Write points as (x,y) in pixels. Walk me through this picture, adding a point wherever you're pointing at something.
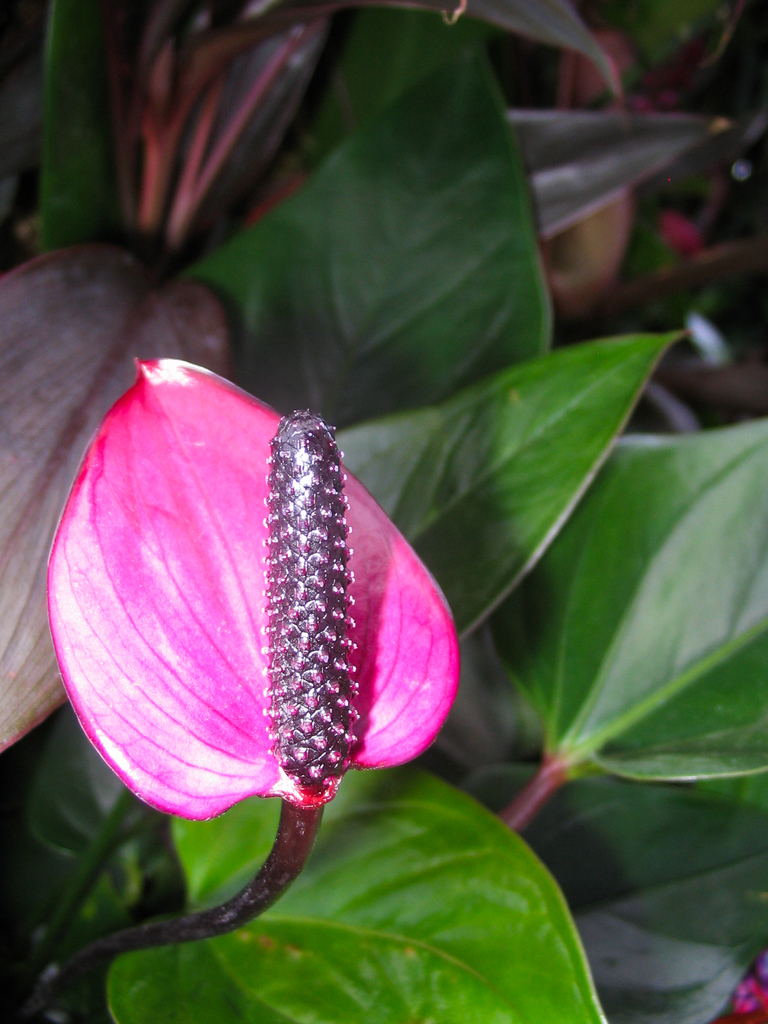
In this picture we can see a flower (260,626) and some leaves (392,243) here.
